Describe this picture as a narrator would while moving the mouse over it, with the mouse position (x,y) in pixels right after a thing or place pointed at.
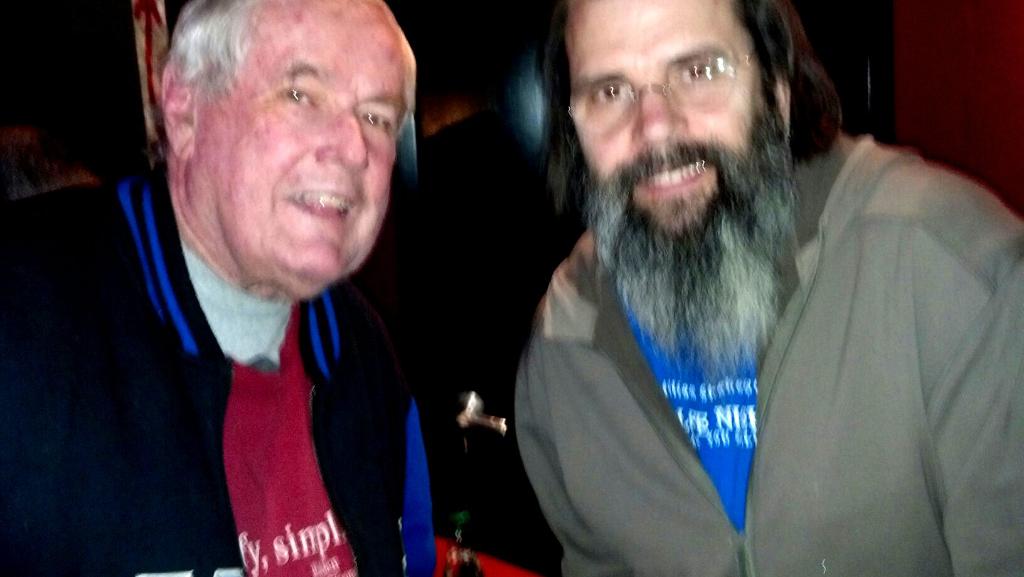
In the picture there are two men (956,315) present.
